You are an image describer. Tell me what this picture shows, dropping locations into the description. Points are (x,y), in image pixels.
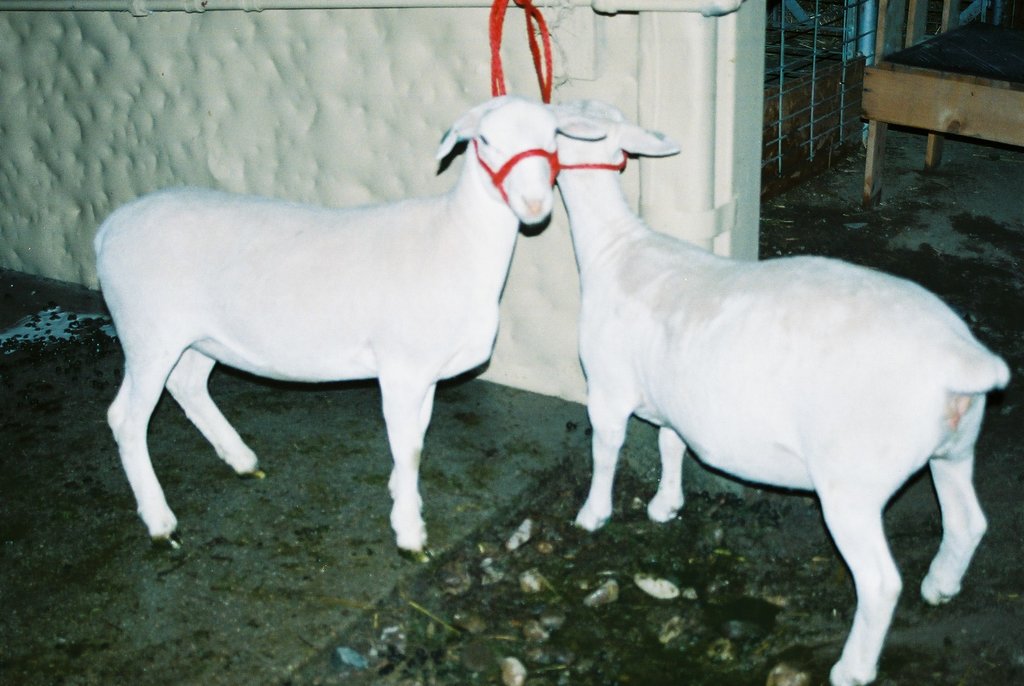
2 white sheep (487,215) are standing tied to a red rope (489,34). There is a white wall (675,39).
